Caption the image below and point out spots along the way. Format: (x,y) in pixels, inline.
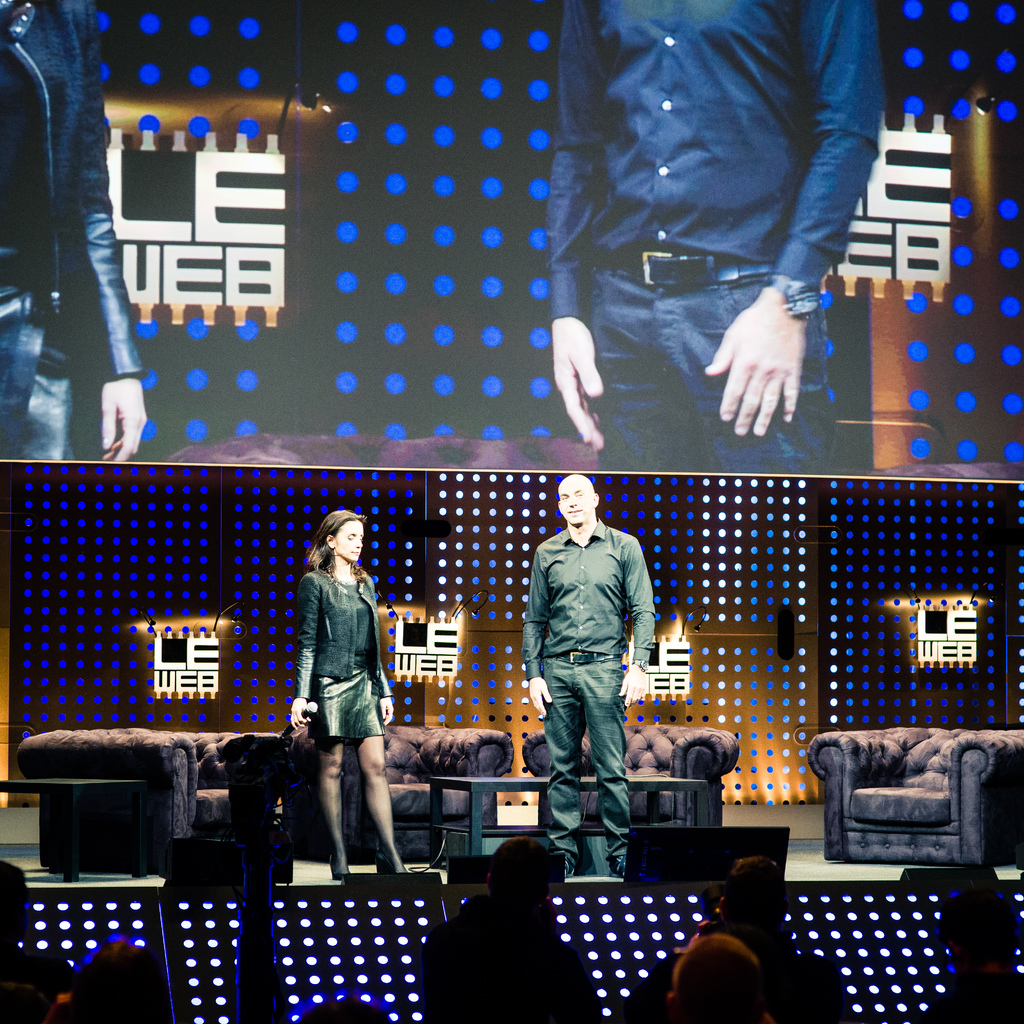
Here we can see a screen (449,337). On this screen (605,304) we can see two people (683,108). On this stage (622,874) there are people (629,822), chairs (990,826) and table (657,802). These are audience (717,988).
